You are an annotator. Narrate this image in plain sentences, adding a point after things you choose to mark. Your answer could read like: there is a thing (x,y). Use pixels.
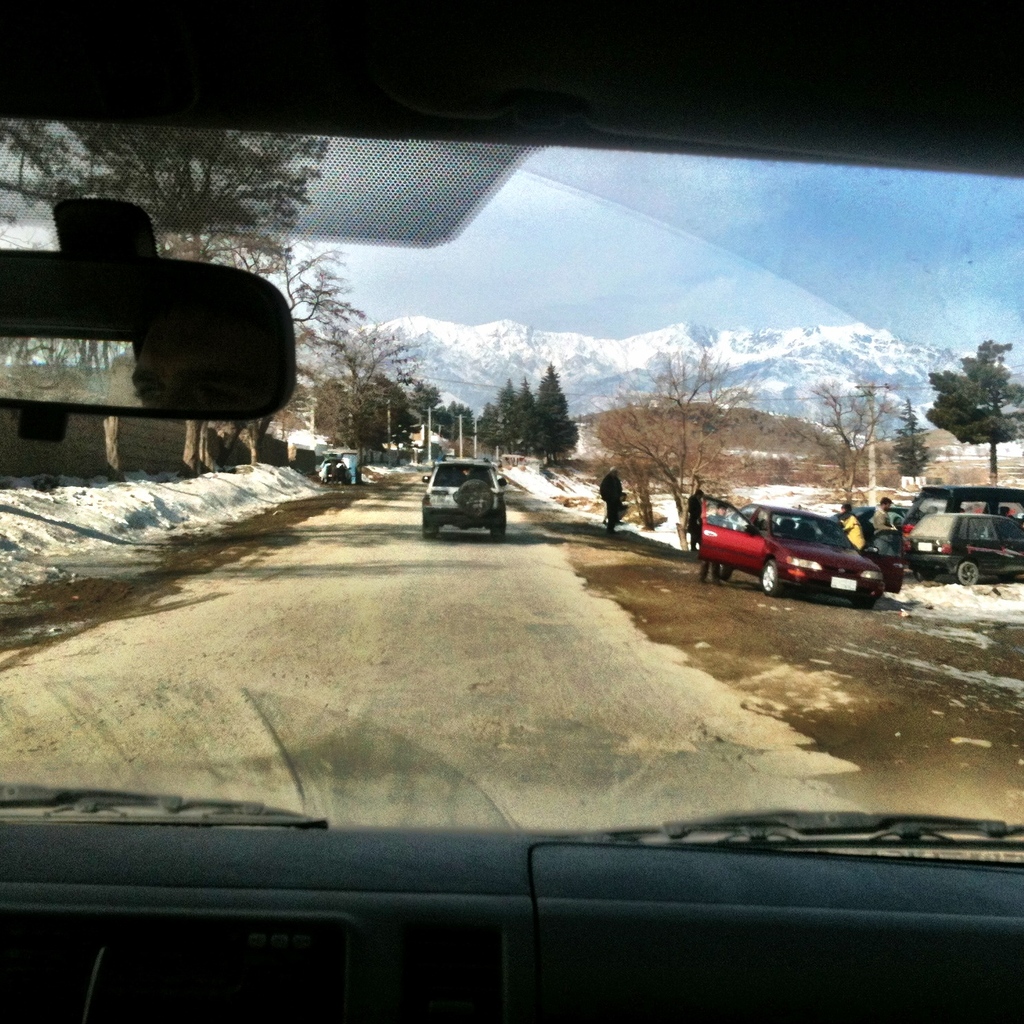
In this image we can see some cars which are parked aside. We can also see some people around them. On the backside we can see a group of trees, the mountains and the sky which looks cloudy. This view is from the glass (290,811) of a car (230,842). We can also see the face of a person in a mirror (76,255).
